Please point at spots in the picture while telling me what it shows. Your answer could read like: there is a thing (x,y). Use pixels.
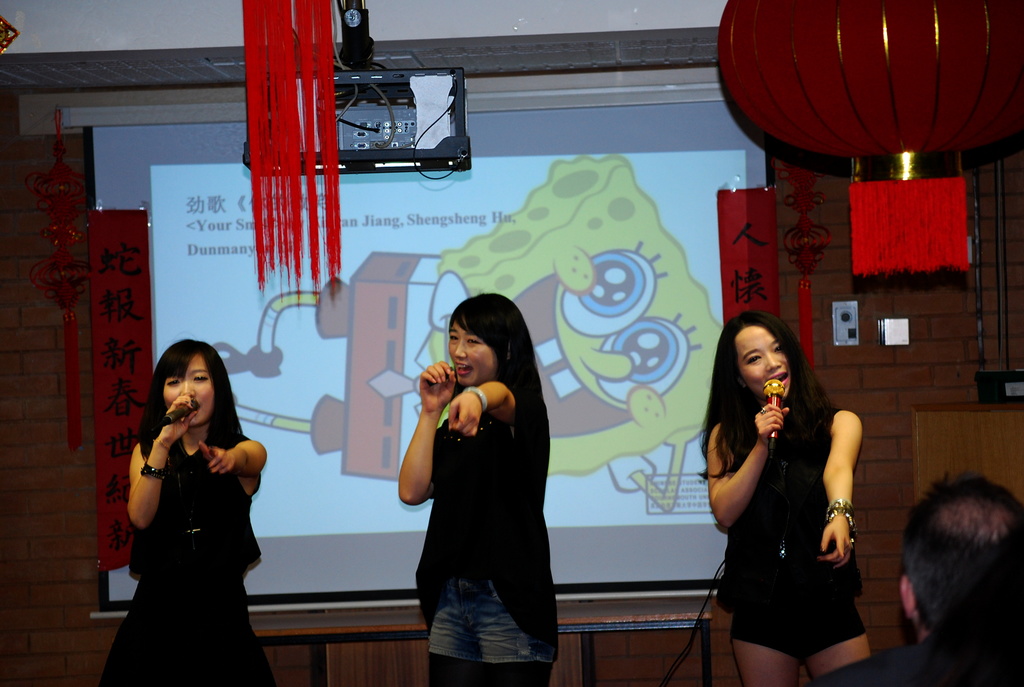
In this image I can see three person (723,577) standing and holding mic (778,431). They are wearing black color dress (801,500). Back I can see screen (411,259) and something is written on it. We can see a brick wall (898,358). In front (801,30) I can see red color object (869,82).
